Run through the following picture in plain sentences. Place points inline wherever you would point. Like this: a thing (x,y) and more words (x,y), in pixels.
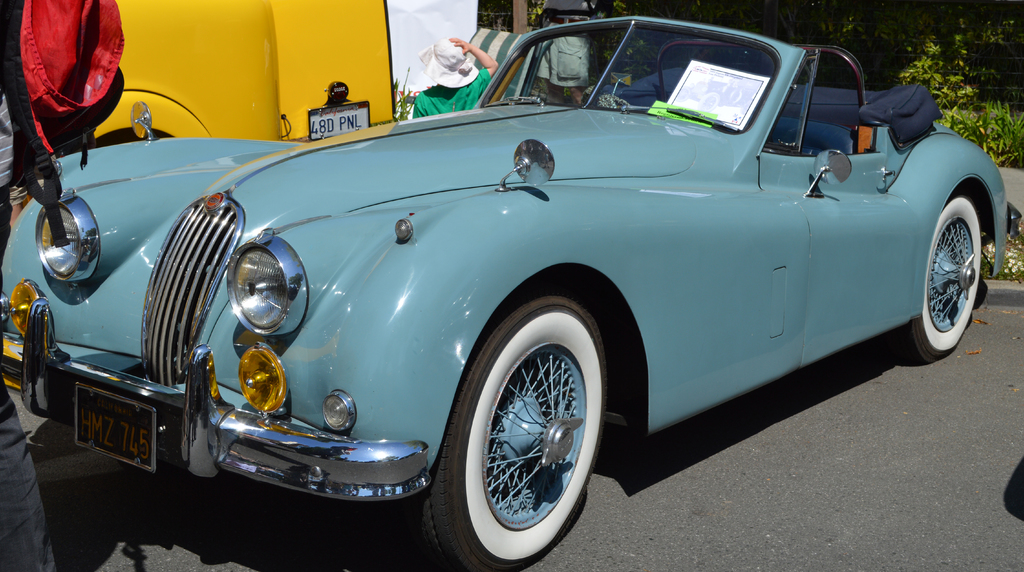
In the image in the center (637,321), we can see one car (649,285), which is in blue color. In the background (424,90), we can see trees (696,19), bags (11,67), one vehicle (344,36), one person (455,77) standing and a few other objects (455,59).
